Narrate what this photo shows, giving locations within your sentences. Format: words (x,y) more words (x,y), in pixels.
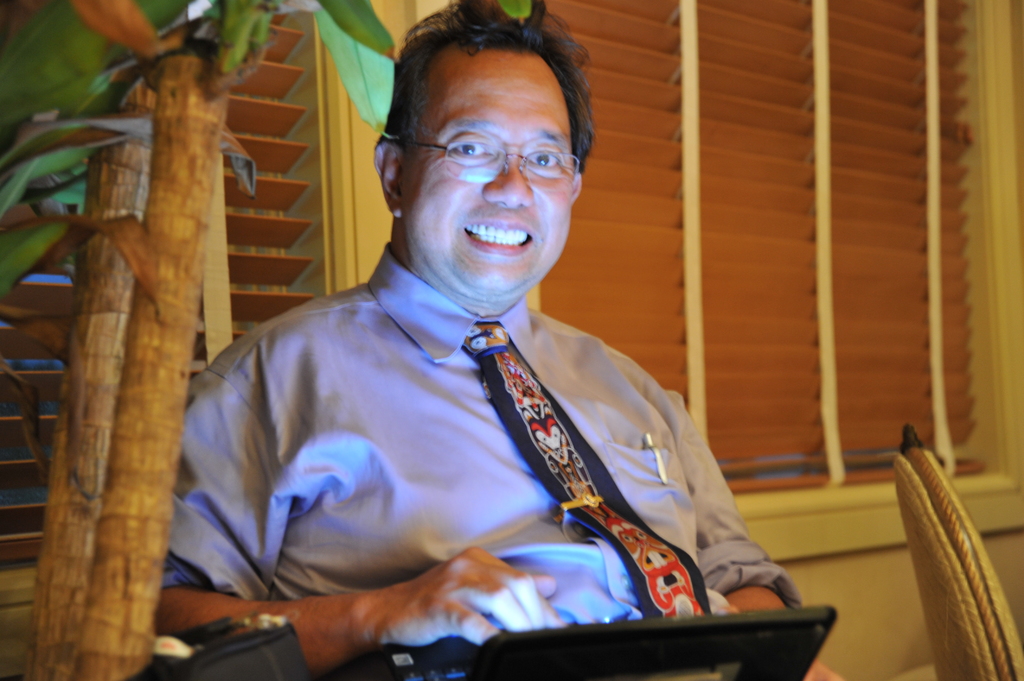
In this image, we can see a man (446,427) is smiling and wearing glasses (483,169). On the left side (139,482), we can see plants (89,428). At the bottom (503,678), we can see few black color objects (558,657). Background (731,229) we can see window shades (582,240).
